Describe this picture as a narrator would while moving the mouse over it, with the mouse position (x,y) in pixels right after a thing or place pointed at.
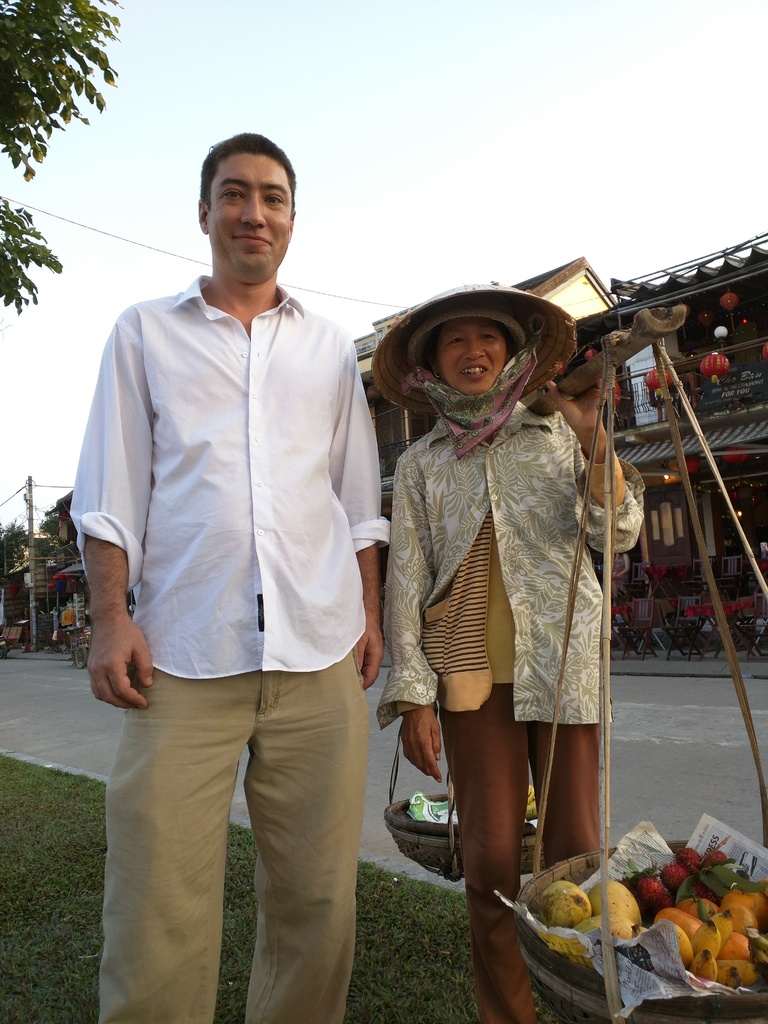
In this picture a man (266,476) and a woman (431,583) standing, Woman (515,373) holding a stick (672,320) on the shoulder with couple of baskets (579,1003) hanging to the stick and i see fruits (710,930) in one basket (640,1017) and she wore a hat (385,372) on her head (510,341) and on the left side (43,547) i see trees (11,560) and a building (645,353) on the right side (764,320) and few vehicles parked and a cloudy sky (522,217) on the top (333,132) and grass (51,887) on the ground (385,981).
